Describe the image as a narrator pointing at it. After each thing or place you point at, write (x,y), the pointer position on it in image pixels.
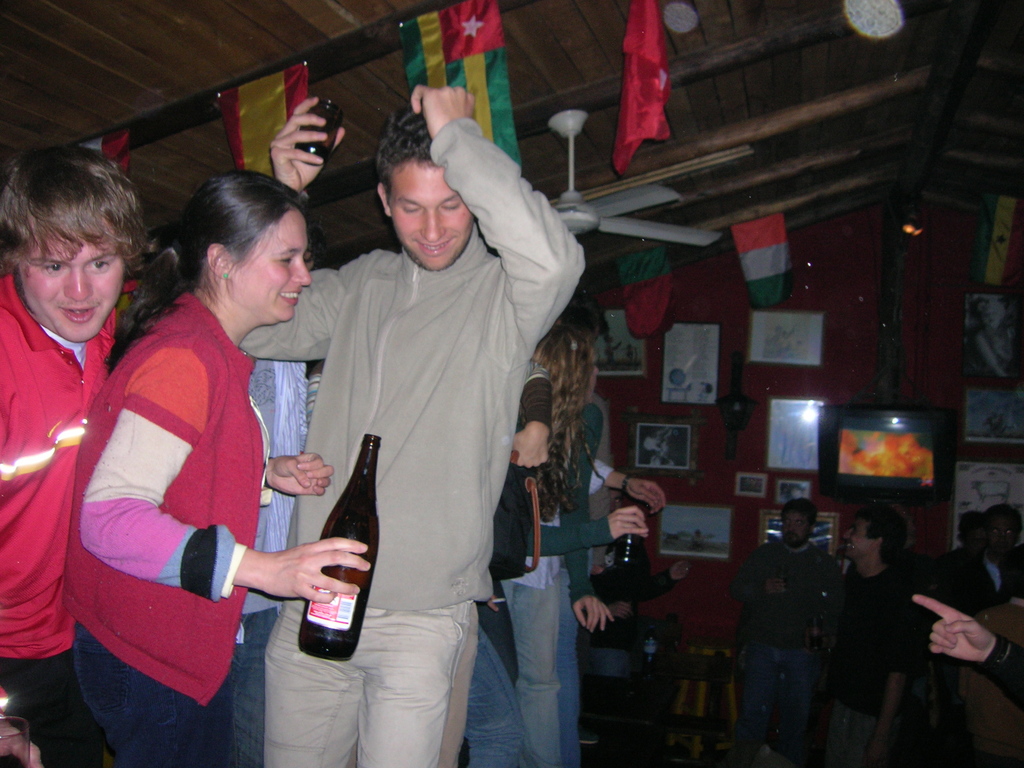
In this picture we can see a group of people (1023,592) standing on the floor (702,754) where some are holding bottles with their hands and in the background (615,317) we can see flags (643,24), fan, frames (802,342) on the wall (823,392).
